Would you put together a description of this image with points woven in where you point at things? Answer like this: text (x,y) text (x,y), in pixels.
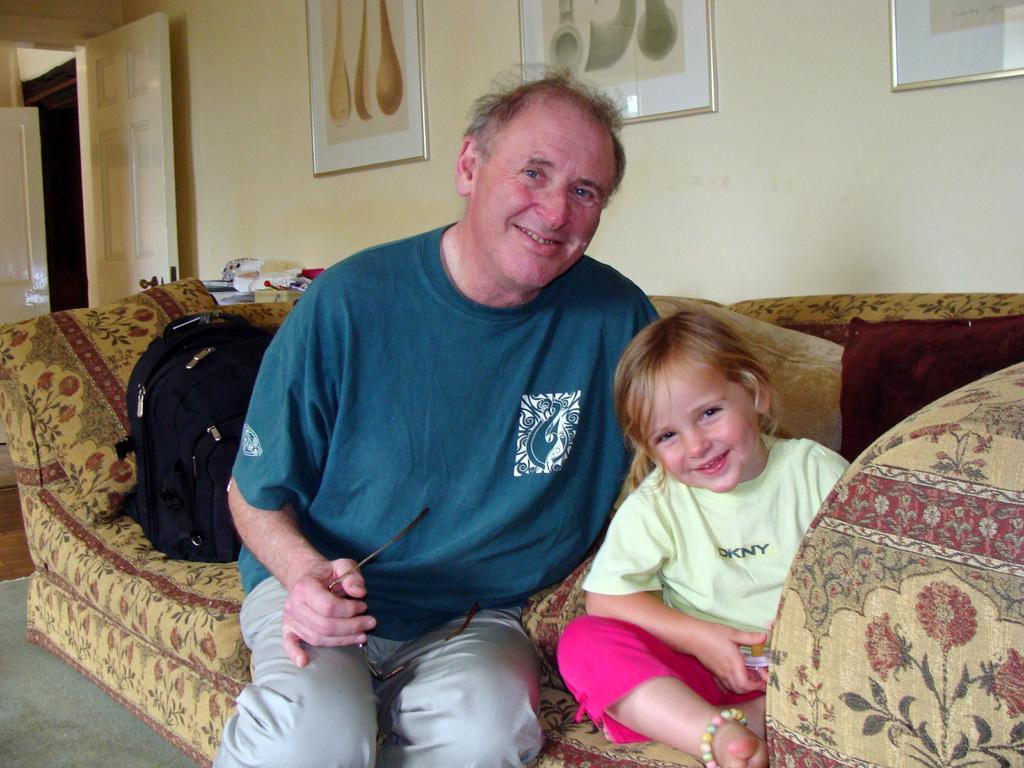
In this picture we can see man (535,319) holding spectacle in his hand (350,636) sitting on sofa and beside to him we have girl (678,576) and here we can see bag (187,343), door (134,252), wall (293,95) with glass frames (562,50).
